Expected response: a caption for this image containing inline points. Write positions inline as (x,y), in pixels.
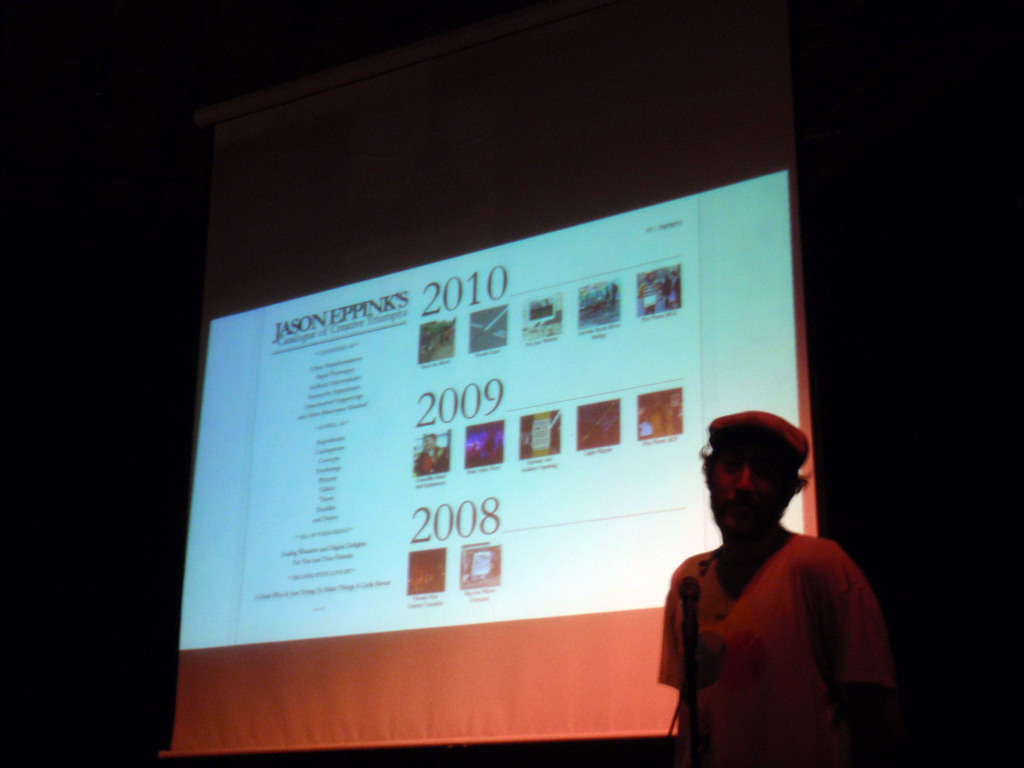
In this image we can see a person (755,754) and a mike (683,608). There is a dark background (987,221) and we can see a screen (547,494).
